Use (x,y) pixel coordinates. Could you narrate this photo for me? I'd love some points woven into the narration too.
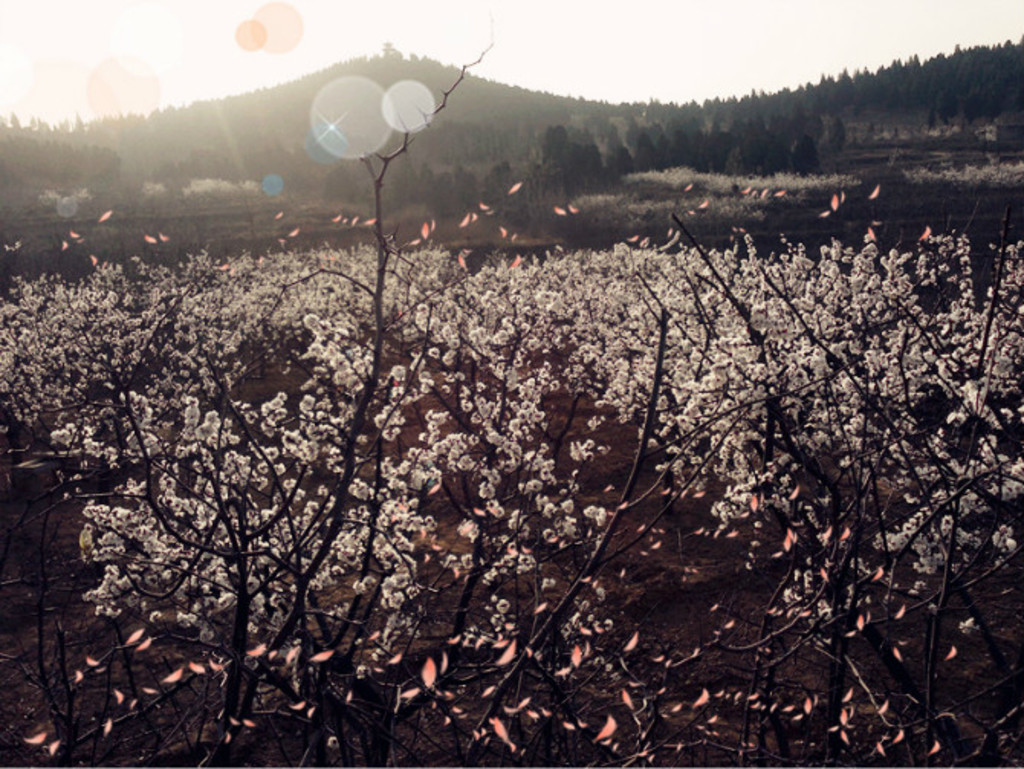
In this image there are plants (1000,496) in the foreground (630,340). There are trees (1008,69) and mountains (963,56) in the background (1007,166). And there is a sky (900,46) at the top (359,8).
